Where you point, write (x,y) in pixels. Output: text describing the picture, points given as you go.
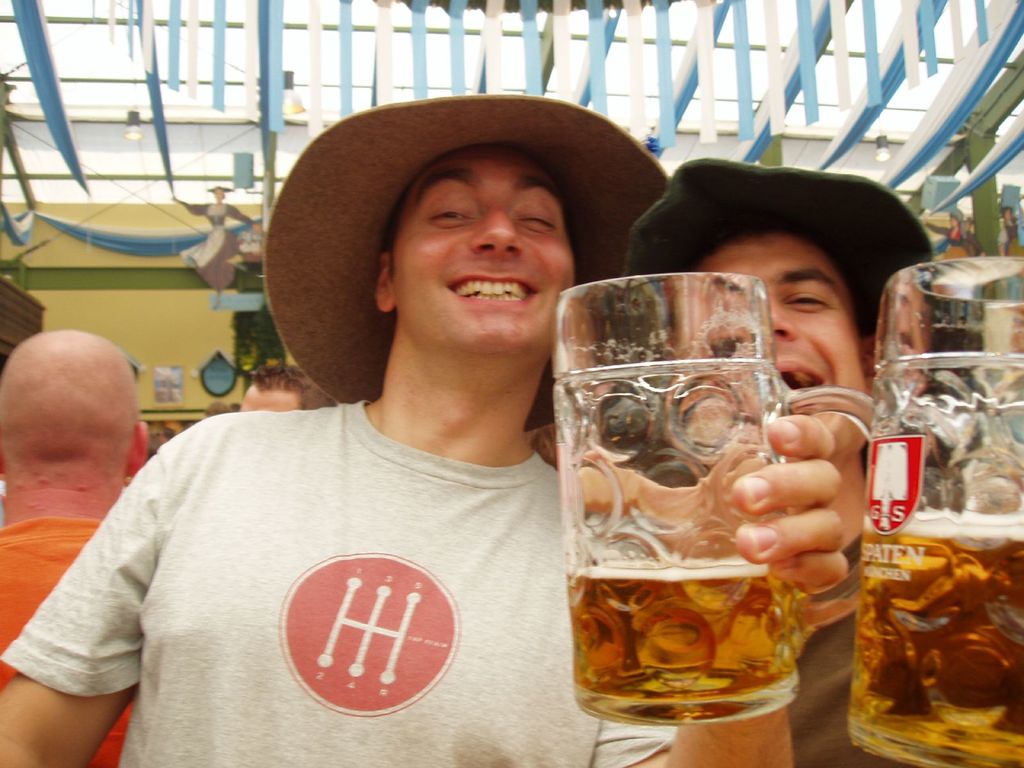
In this picture we can see two persons (391,509) in the middle (568,274). They wear a cap (330,205) and he is holding a glass (589,469) with his hand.
